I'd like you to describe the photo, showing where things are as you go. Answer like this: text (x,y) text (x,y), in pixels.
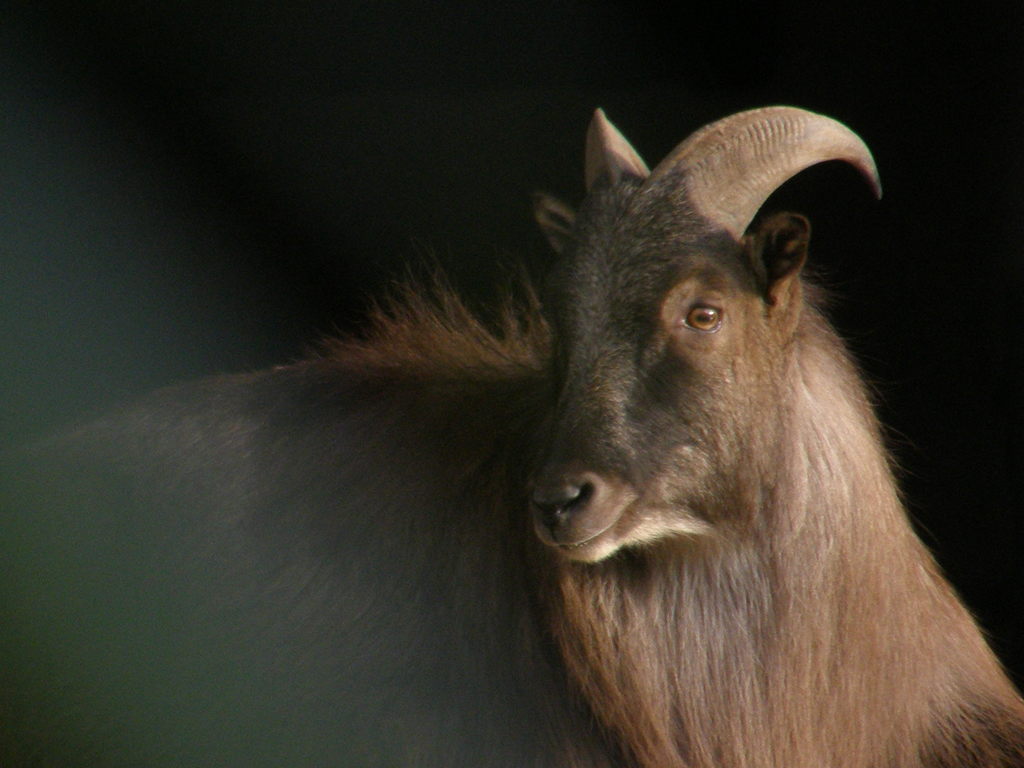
In this image there is an animal (448,485). The background (345,182) is dark.
